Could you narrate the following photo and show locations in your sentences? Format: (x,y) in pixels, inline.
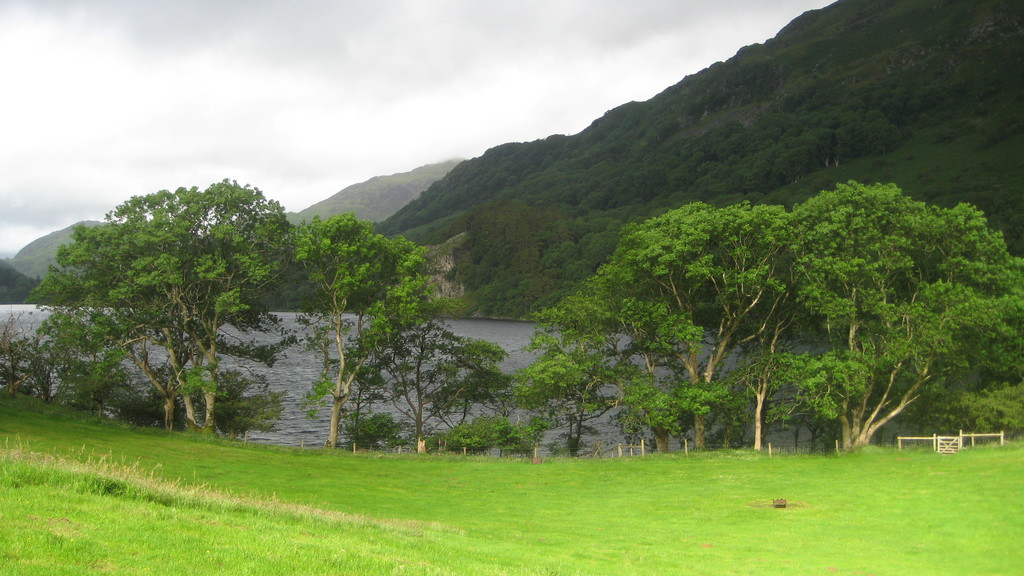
This picture might be taken from outside of the city. In this image, on the right side (973,31), we can see some trees (1016,319), plants (1006,146) and rocks (989,86). On the left side (333,299), we can also see some trees (173,275), plants (73,325). In the background (601,175), we can see some rocks (345,210). On the top (398,76), we can see a sky (327,117) which is cloudy, at the bottom (838,517) there is a water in a lake (479,341) and a grass (662,502).
